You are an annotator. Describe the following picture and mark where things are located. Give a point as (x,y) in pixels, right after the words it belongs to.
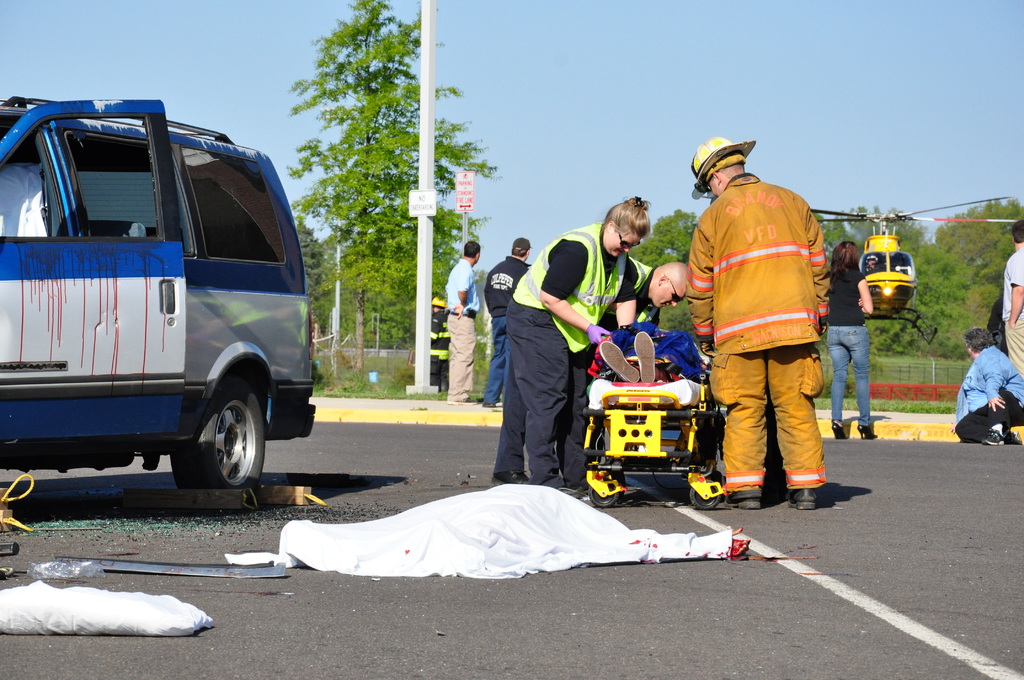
In this picture we can see a vehicle (297,387), people (595,304) on the road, here we can see clothes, helicopter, poles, boards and some objects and in the background (441,66) we can see trees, sky (399,12).
